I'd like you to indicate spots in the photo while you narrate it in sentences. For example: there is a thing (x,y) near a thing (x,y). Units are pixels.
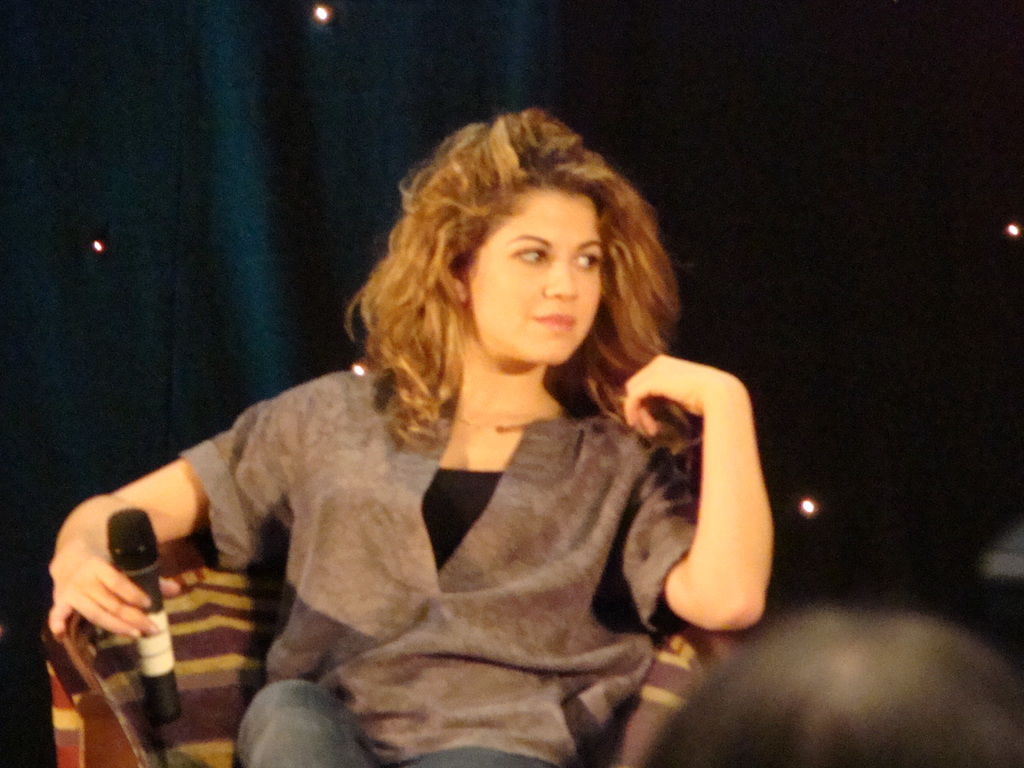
In this image we can see a woman (347,457) sitting and holding a mic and in the background (236,176) it looks like a curtain (201,136) and there are some lights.
